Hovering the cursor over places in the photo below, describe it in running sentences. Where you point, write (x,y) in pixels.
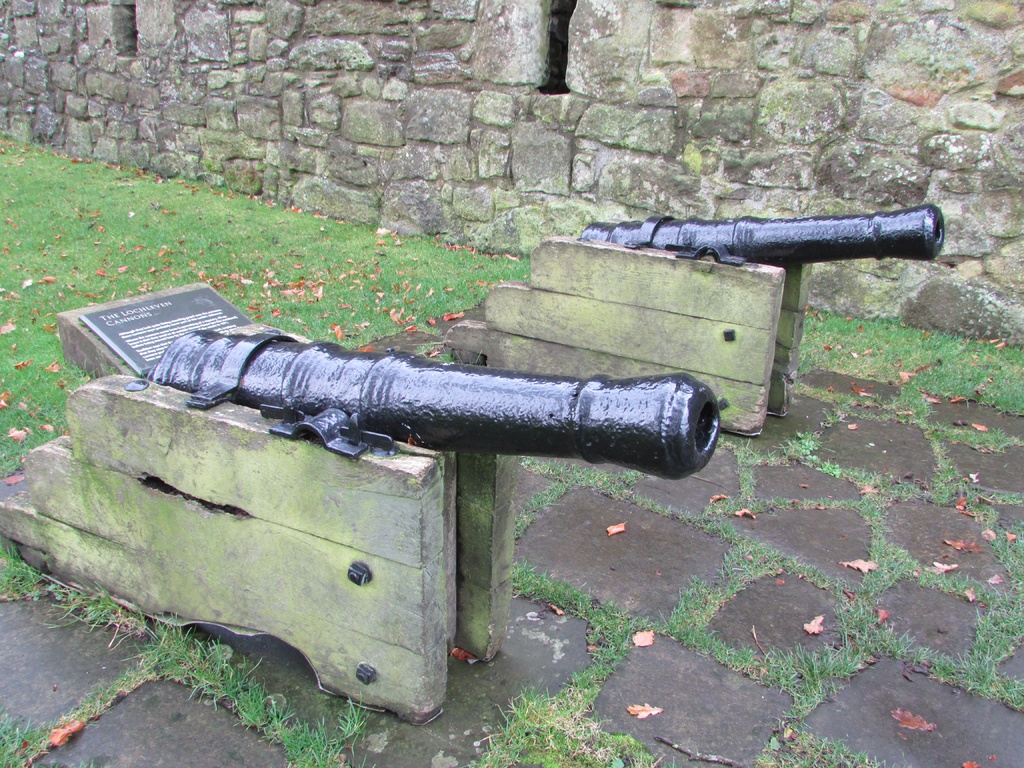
In this image, I can see two cannons (575,388), which are black in color. This is a board (149,334), which are placed on the stone (84,339). Here is the grass (203,239). This looks like a wall (408,128), which is built with the rocks (286,139). I can see the dried leaves (304,282) lying on the ground (280,273).
